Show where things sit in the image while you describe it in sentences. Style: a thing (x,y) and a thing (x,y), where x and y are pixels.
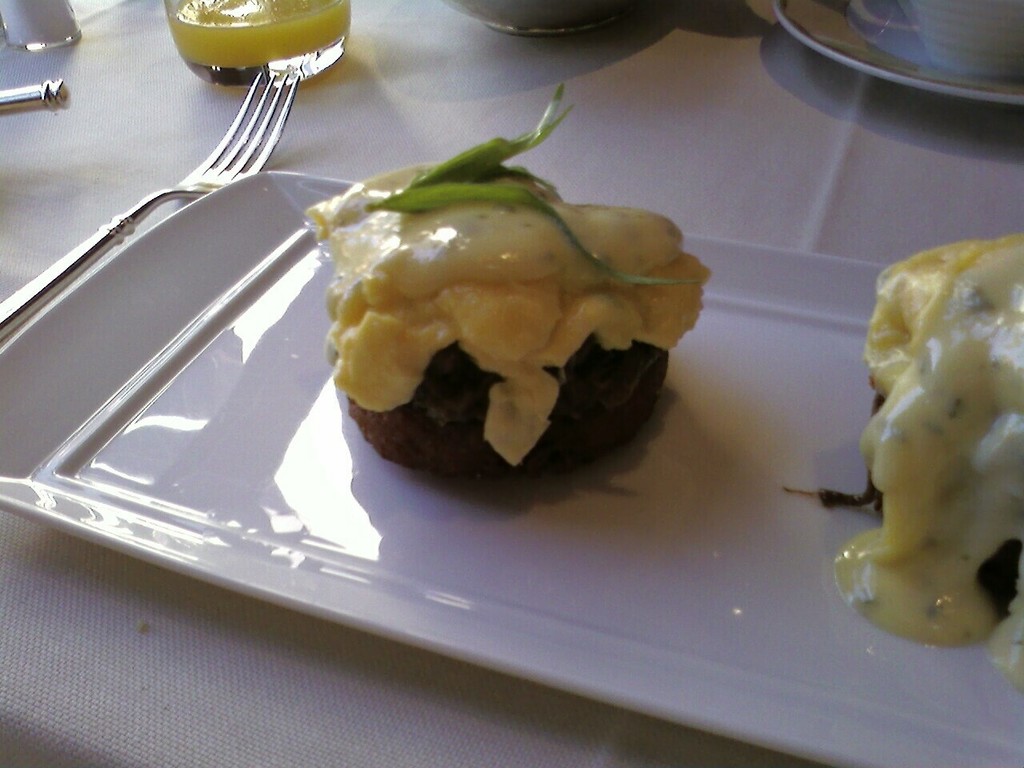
In this image I can see the food (962,496) on the white plate (573,535). I can see a fork (241,128) and few objects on the table (620,173). Food (574,208) is in green, cream and black color.
